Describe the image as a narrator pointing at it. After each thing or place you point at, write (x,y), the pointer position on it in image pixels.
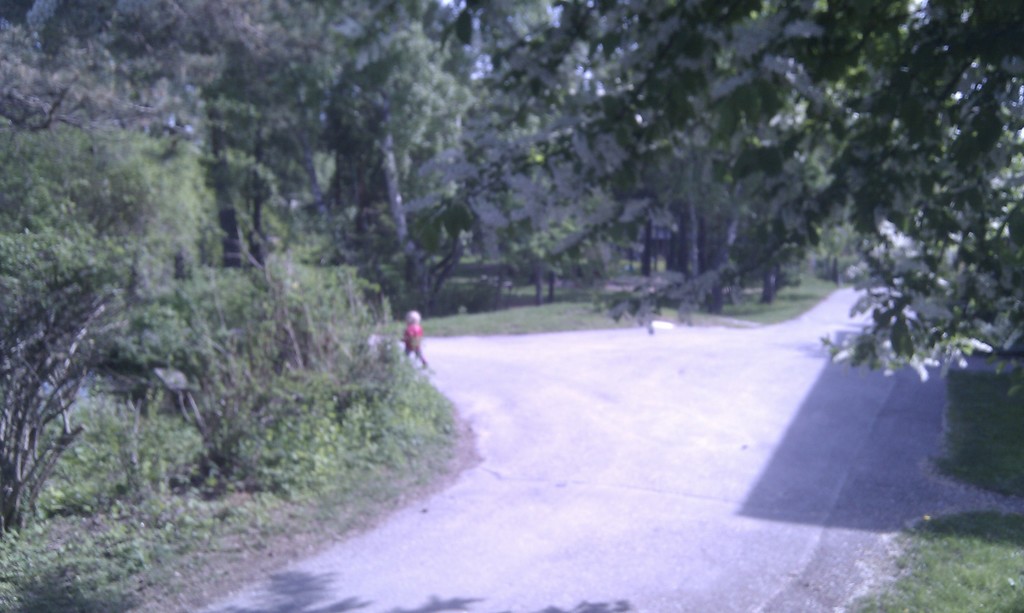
In this picture we can see a person (409,344) on the road (746,354), grass (954,403) and in the background (411,57) we can see trees (387,123).
